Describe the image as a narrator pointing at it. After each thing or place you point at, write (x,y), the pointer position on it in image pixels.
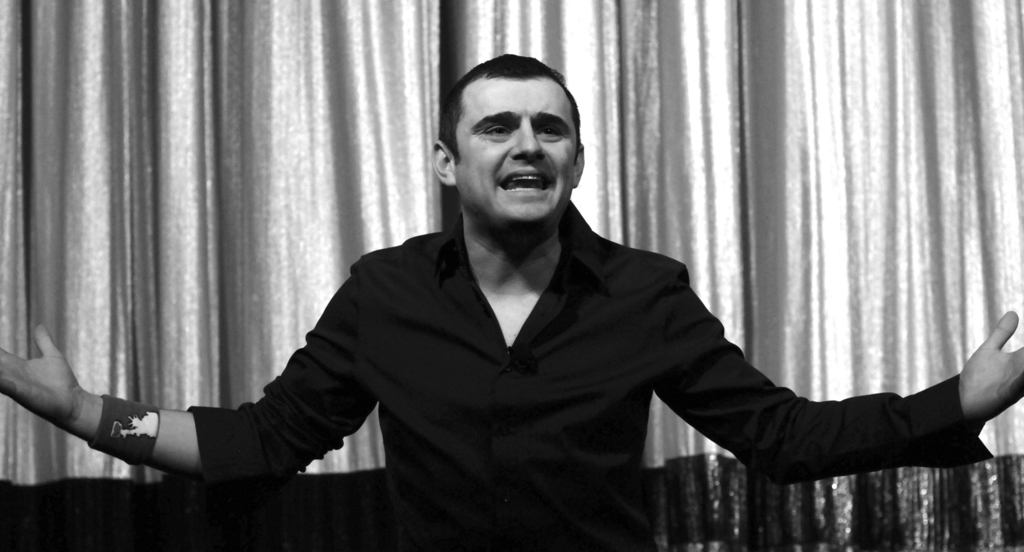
There is one man (516,312) standing and wearing a black color dress (471,359) is at the bottom of this image (512,449). We can see a curtain (674,103) in the background (786,196).
